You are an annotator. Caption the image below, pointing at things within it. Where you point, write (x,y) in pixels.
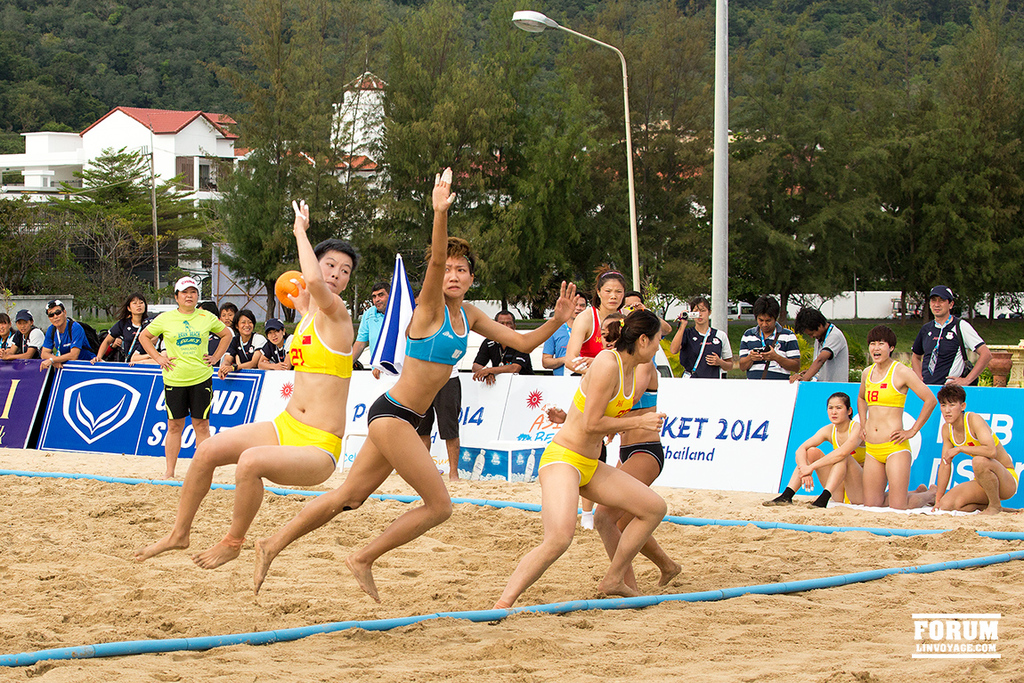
In the image we can see there are people (416,471) standing on the ground (341,534) and playing with ball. The ground (63,501) is covered with sand (525,545) and there is a fencing (214,641) kept on the ground (541,651) which is a blue colour rope (214,641). There are spectators (139,323) standing on the road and few people (707,358) are holding video camera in their hand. Behind there are lot of trees (332,168) and there is a building (67,176).
